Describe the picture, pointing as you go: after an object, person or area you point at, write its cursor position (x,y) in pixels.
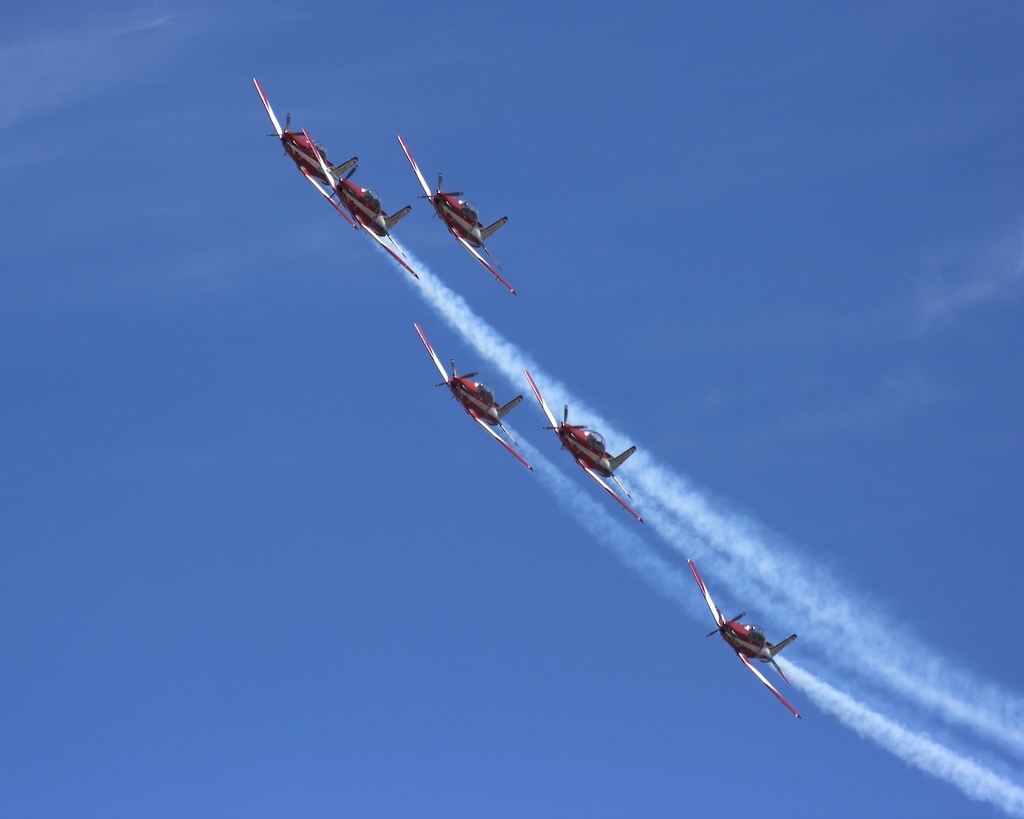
In this image, I can see a group of aircrafts (727,639) in the air (522,528). In the background (760,504), I can see smoke (664,495) and the sky (429,379). This image taken, maybe during a day.
